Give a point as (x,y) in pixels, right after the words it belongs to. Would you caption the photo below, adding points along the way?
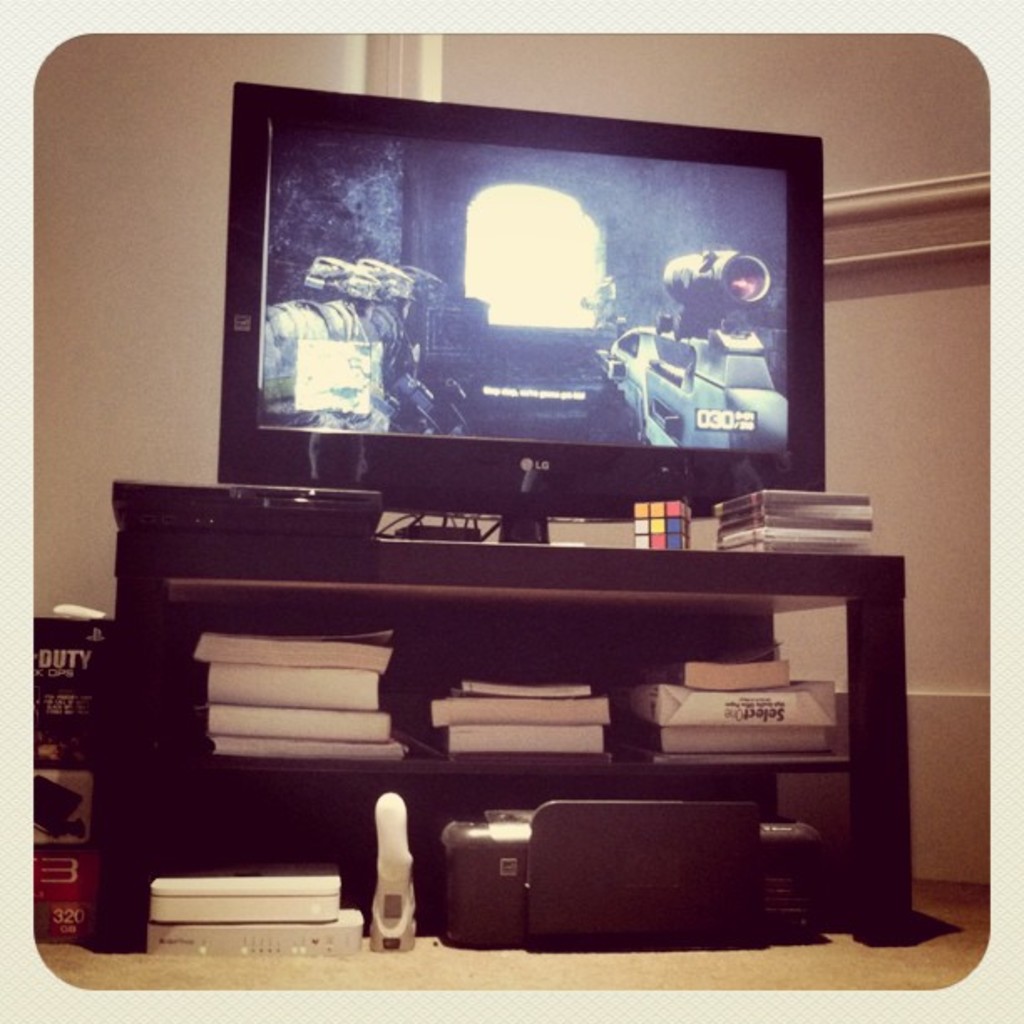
In this picture I can see a television (647,326) on the table (668,555) and I can see few books (352,712) in the shelf (436,698) and I can see a printer (596,846) on the floor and a carton box (48,683) on the left side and I can see a rubik's cube (669,538) on the table (656,570) and I can see plain background (665,101) in the back (707,100).
